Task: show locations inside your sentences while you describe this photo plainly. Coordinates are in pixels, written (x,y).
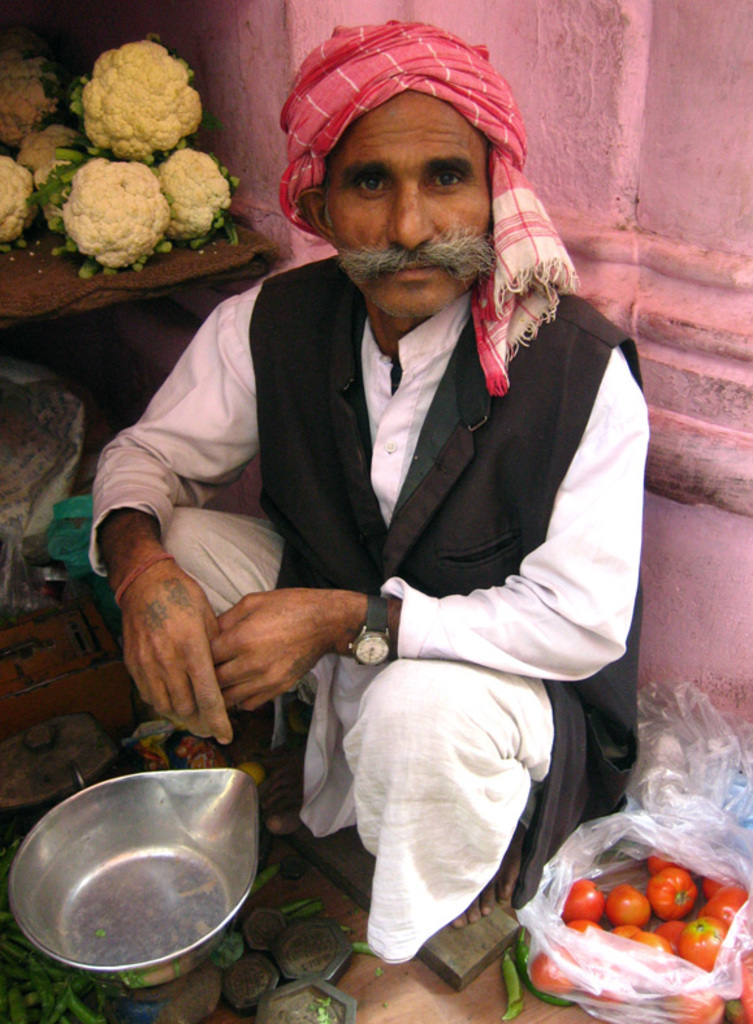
In the foreground of this image (303,684), there is a man (463,536) wearing black coat (524,450) and also wearing a turban (429,62) on his head (510,99) is squatting in front of a weighing machine (141,863) and the pan (202,900). On the right bottom (639,856), there are tomatoes (645,915) in a cover (605,952) and in the background (747,426), there is a pink wall (499,24), cauliflowers (57,151) on a table (204,264) and under the table (227,249) there are few objects (49,540).
